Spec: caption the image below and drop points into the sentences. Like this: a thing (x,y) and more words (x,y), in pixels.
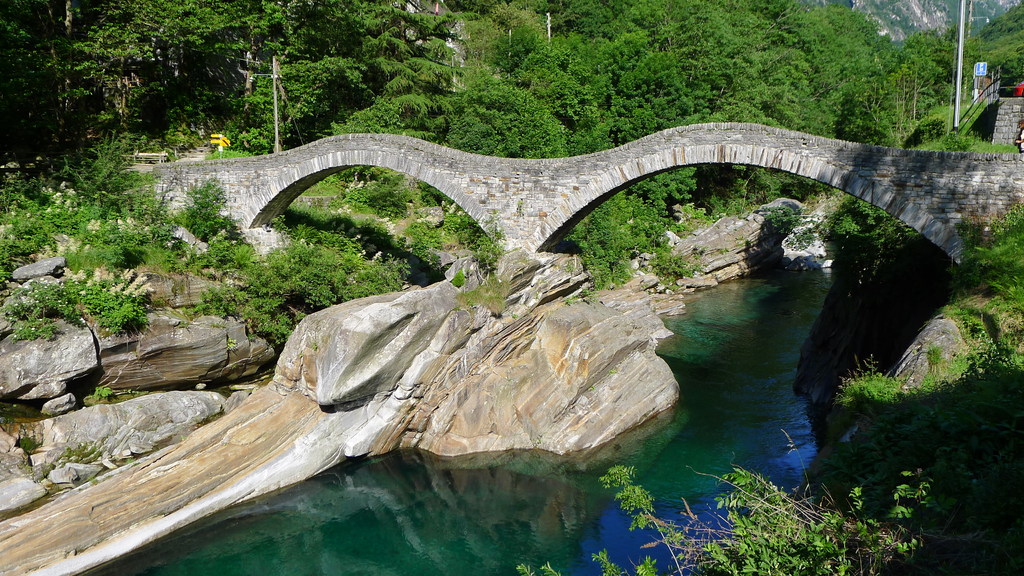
In this image there is water (662,441) flowing. There are rocks (298,353) and plants (298,307) on the water (486,544). There is a bridge (520,174) across the water (752,394). In the background (649,63) there are trees (624,74), poles (276,78) and mountains (917,17).
